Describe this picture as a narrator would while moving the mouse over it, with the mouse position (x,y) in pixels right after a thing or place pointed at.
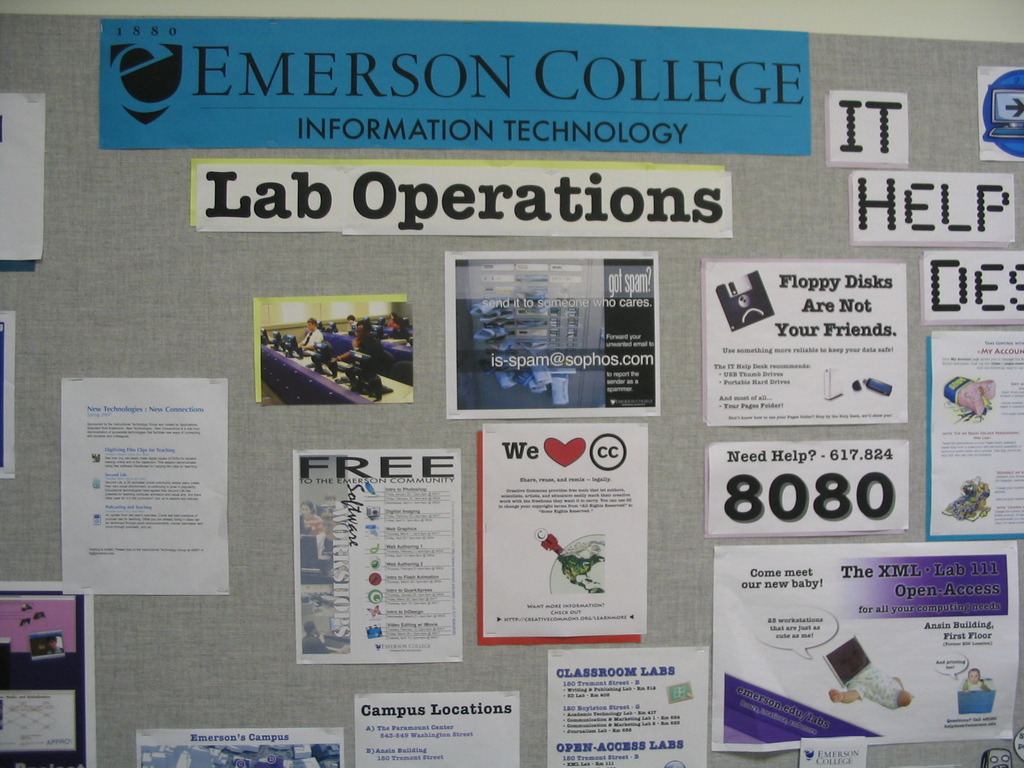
In the center of the image (553,408) there is a board (431,365) and we can see a papers (469,303) placed on the board (197,643).
